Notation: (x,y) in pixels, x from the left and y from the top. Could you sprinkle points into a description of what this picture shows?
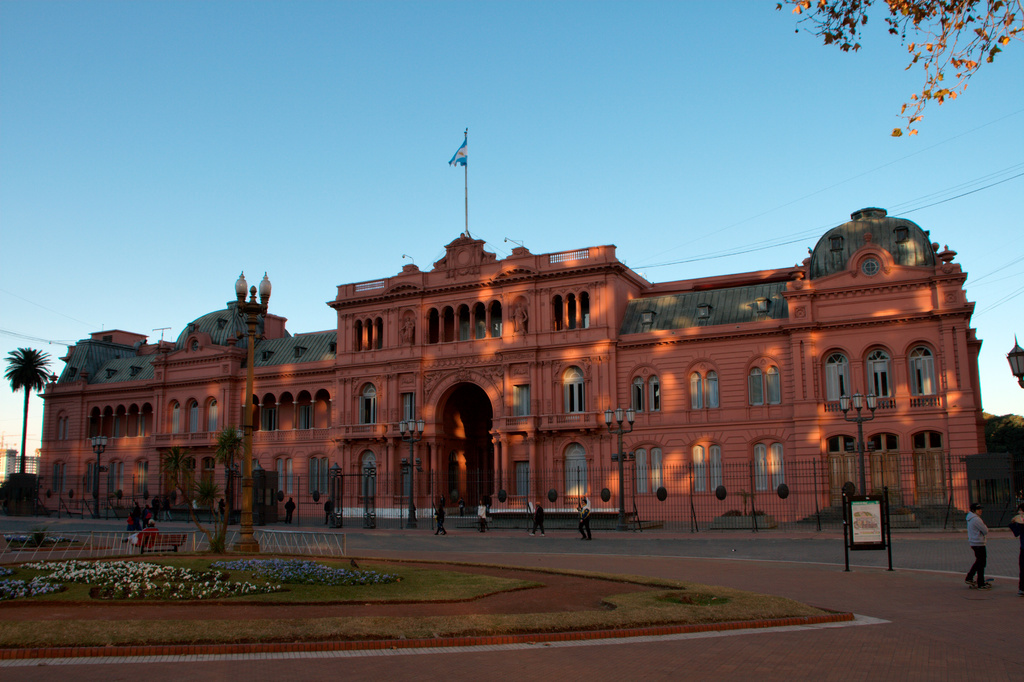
In this image I see a building (340,398) which is of red and grey in color and I see a flag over here and I see the fencing (507,517) and I see few light poles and I see number of people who are on the path (578,541) and I see the flowers (55,571) over here and I see the green grass (695,608) and I see the wires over here. In the background (992,258) I see the clear sky (525,145) and I see a tree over here and I see leaves (999,36) on the stems (975,29).
